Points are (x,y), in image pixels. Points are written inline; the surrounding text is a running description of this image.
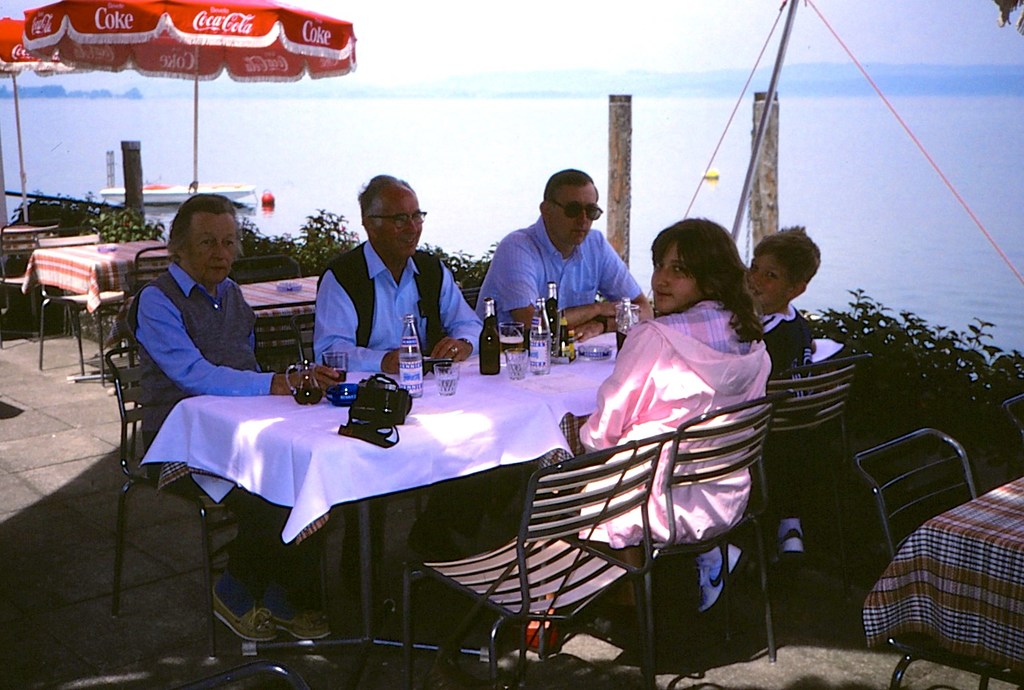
In this image it seems like there are five people (611,276) sitting around the square table (337,457). They are sitting to the water (51,144) side. On the table (345,454) there are glass bottles (407,388), camera (381,401), glass (446,374), drink (340,373) and a tablecloth (455,399). To the left corner (214,40) there is a umbrella (97,23) under which there is a table (93,271) and chairs (142,276). To the right corner (926,386) there are bushes (924,338) which are planted from starting to ending.
